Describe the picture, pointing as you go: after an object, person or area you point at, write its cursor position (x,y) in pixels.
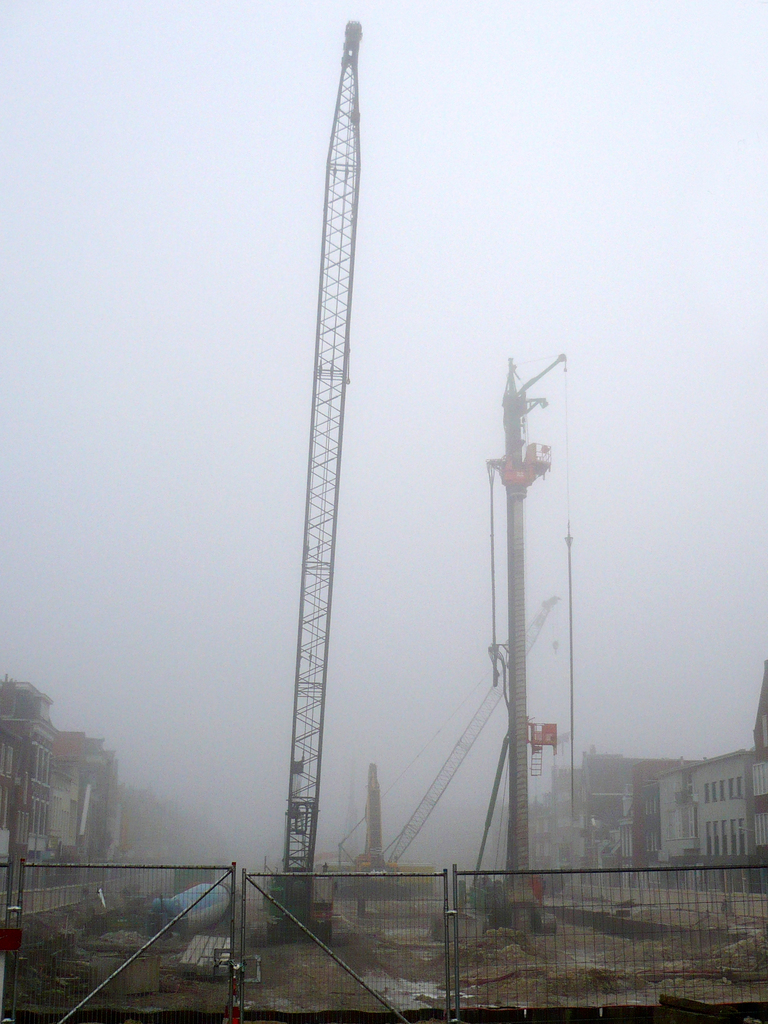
In this picture I can see the crane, building (752,796), big machines (532,723) and fog (600,839). At the bottom (239,999) I can see the fencing (60,1007).
